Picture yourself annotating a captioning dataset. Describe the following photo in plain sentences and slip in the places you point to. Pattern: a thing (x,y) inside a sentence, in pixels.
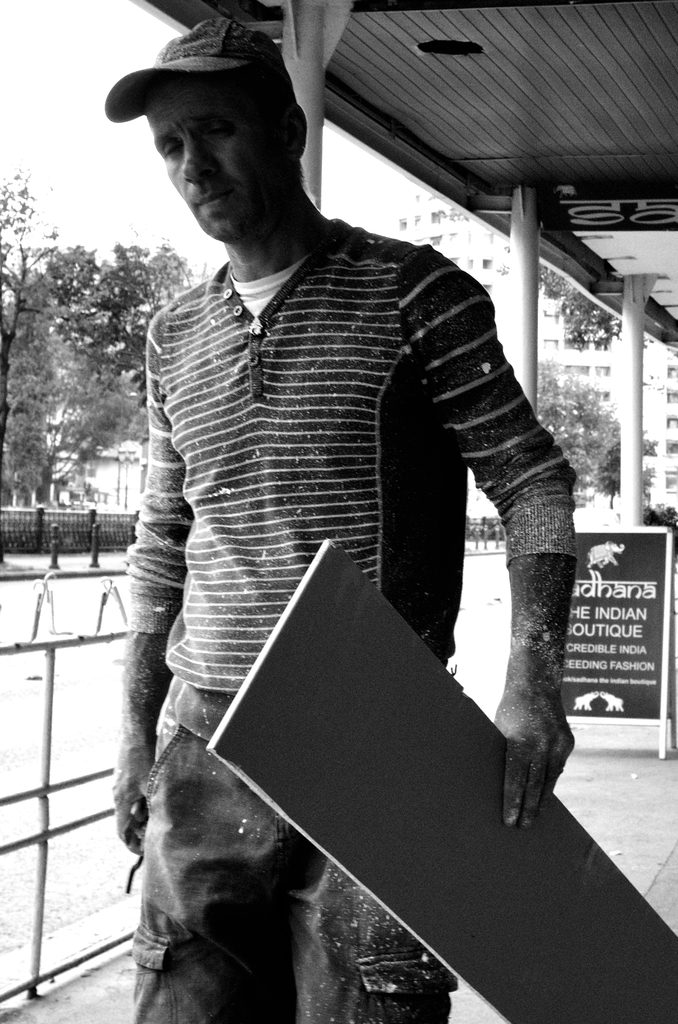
There is a man (205,770) standing and holding a board (396,779) and wearing cap (147,92). Background (630,520) we can see board (654,530), pillars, building (557,352), trees (11,309), fence (19,513) and sky (94,31).
